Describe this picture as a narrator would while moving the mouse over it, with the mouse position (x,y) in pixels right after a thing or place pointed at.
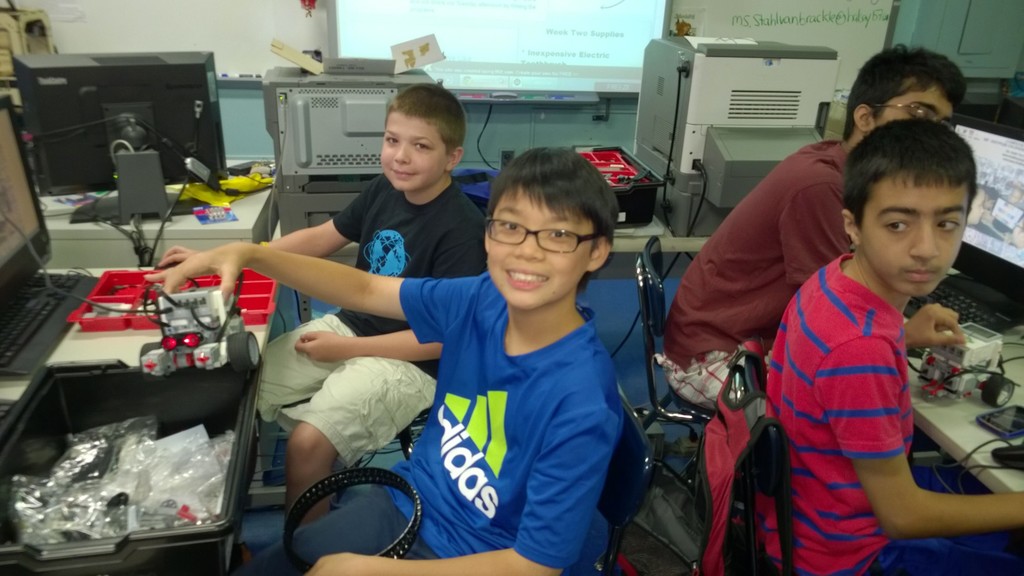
This image consists of computers (19,374). There are 4 boys (444,350) who are sitting on chairs (398,436). This looks like they are preparing motor car (197,331).
